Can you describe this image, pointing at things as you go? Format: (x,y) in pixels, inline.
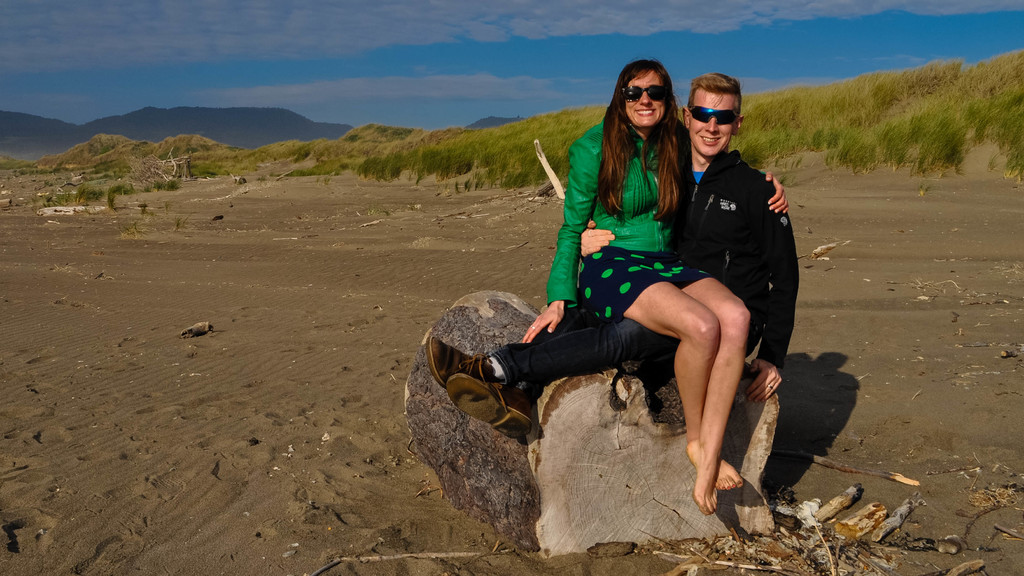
In this image we can see people (686,299) sitting on a wooden object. There are wooden objects (876,538) on the ground (953,530) at the bottom of the image (848,542). There are many hills (925,130) in the image. There are many plants (401,137) in the image. We can see the clouds (467,75) in the sky (489,90).
